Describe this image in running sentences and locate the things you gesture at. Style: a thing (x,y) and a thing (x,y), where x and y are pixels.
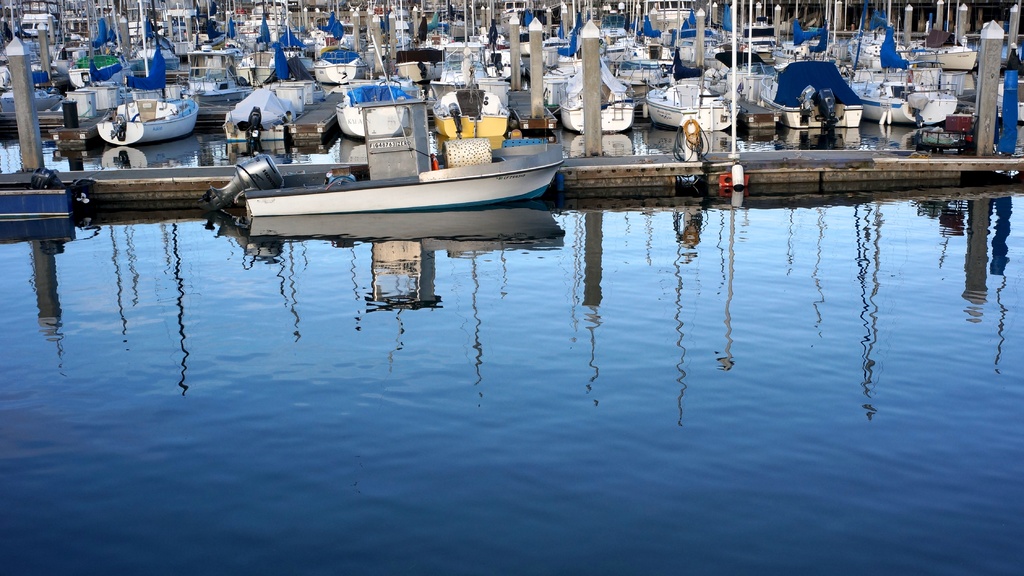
In this picture we can see the reflections (167,231) of a few objects (409,258) in the water (433,275). We can see a few boats (392,187), poles (591,144) and other objects (573,51) on these boats (559,57).
